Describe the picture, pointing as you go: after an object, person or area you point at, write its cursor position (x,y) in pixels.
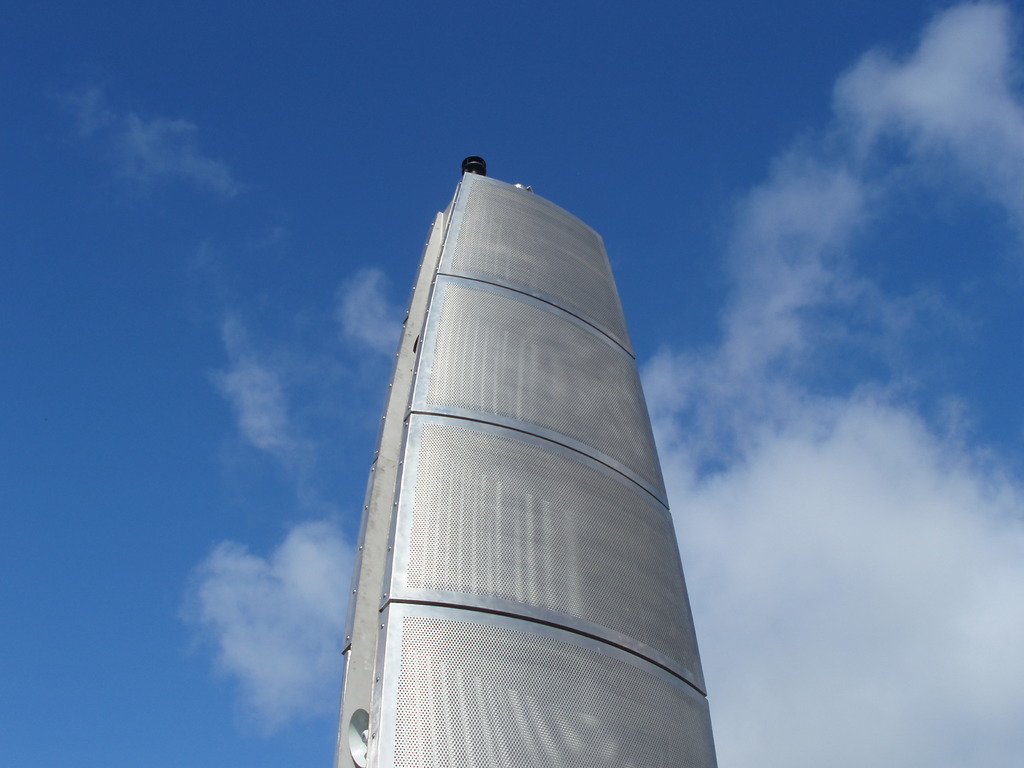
In this image I can see a building like thing (428,338) in the front (458,232). On the bottom side of the image (353,734) I can see a speaker (353,750). In the background (920,497) I can see clouds (920,497) and the sky (757,378).
